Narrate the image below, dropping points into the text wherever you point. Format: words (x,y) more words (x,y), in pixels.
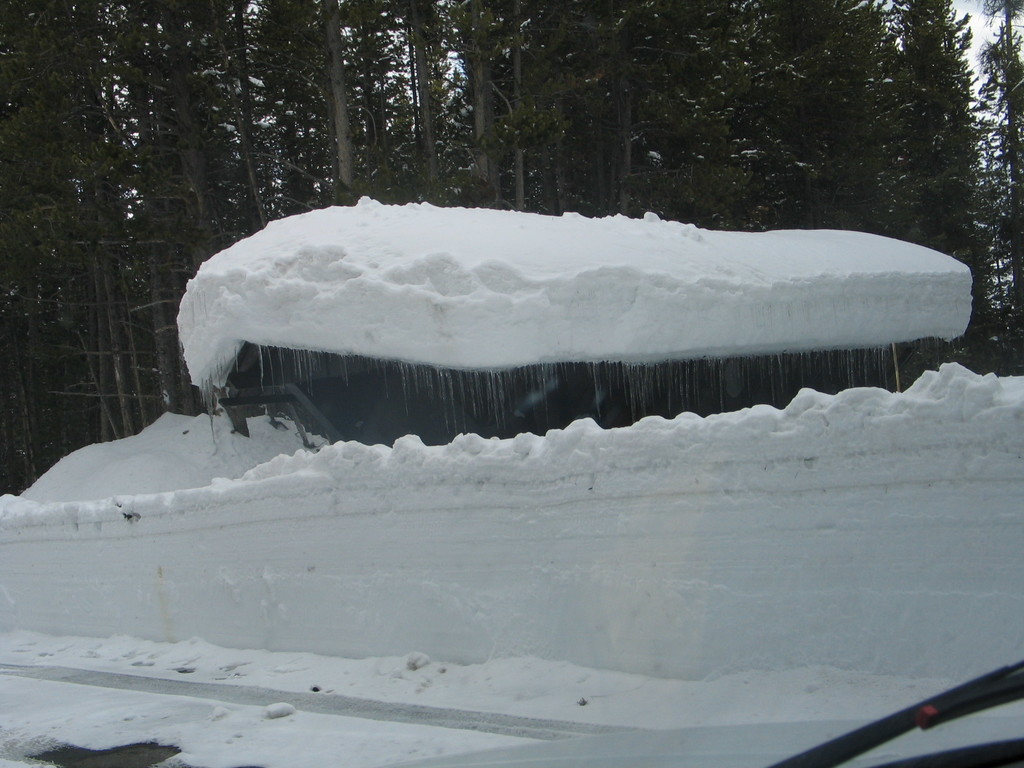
There is snow (529,546). In the background (449,132) there are trees (786,134).
